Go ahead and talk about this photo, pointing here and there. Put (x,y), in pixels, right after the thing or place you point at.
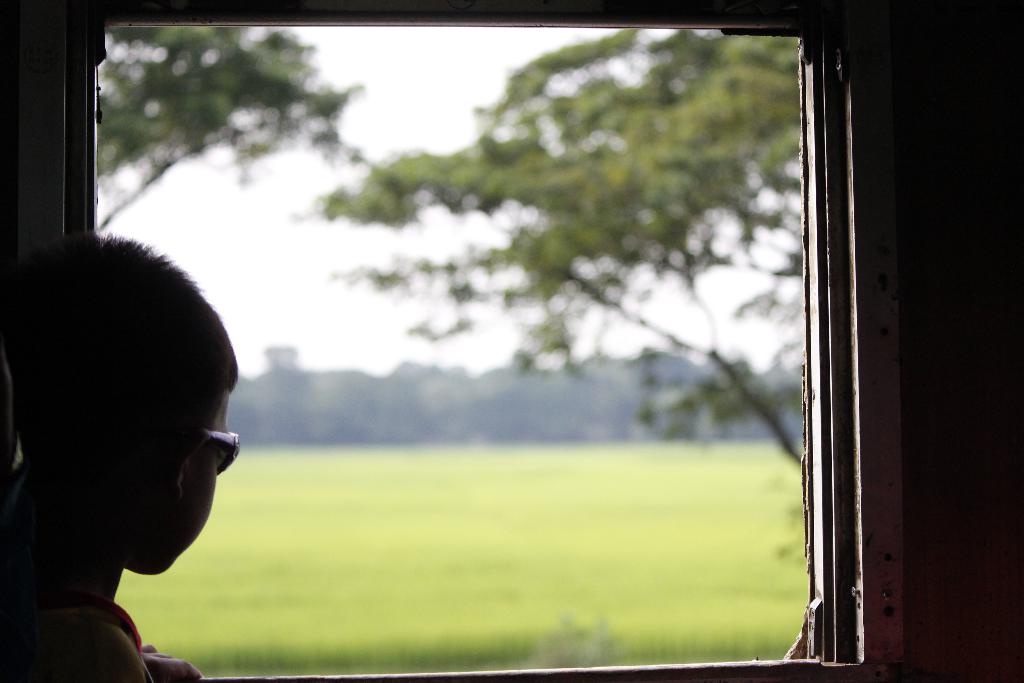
In this image I can see a person (157,487) wearing glasses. Back I can see trees (621,215) and grass (471,558). The sky (368,229) is in white color.
